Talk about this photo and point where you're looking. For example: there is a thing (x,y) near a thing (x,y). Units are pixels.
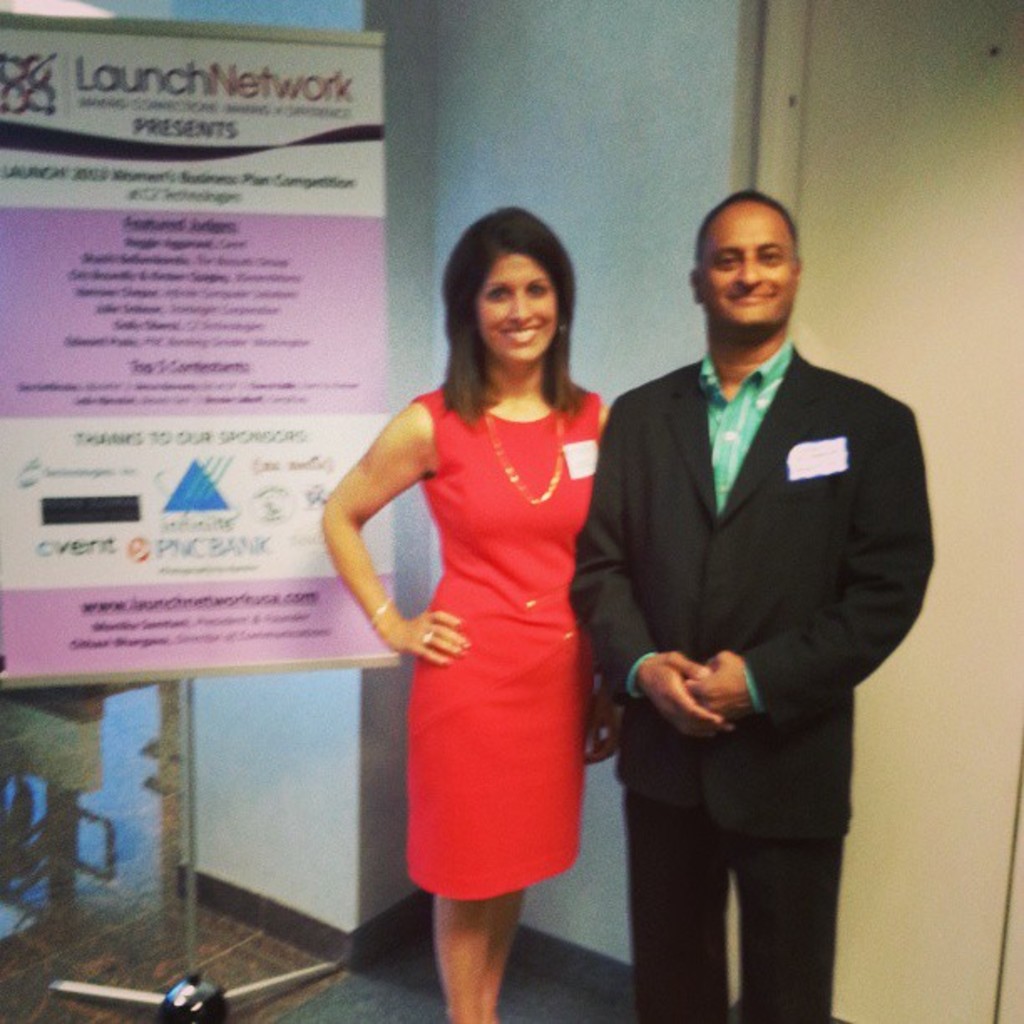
We can see in the image there are two people (696,608) standing a man (734,598) and a woman (475,632). The man (722,529) is wearing black colour suit (782,538) and a woman (581,718) is wearing a red colour dress (540,655). Beside them there is a banner (135,198) on which it's written "Launch Network" beside the banner (293,267) there is a blue colour wall (627,159) beside the wall (613,207) there is a cream colour door (917,276).
